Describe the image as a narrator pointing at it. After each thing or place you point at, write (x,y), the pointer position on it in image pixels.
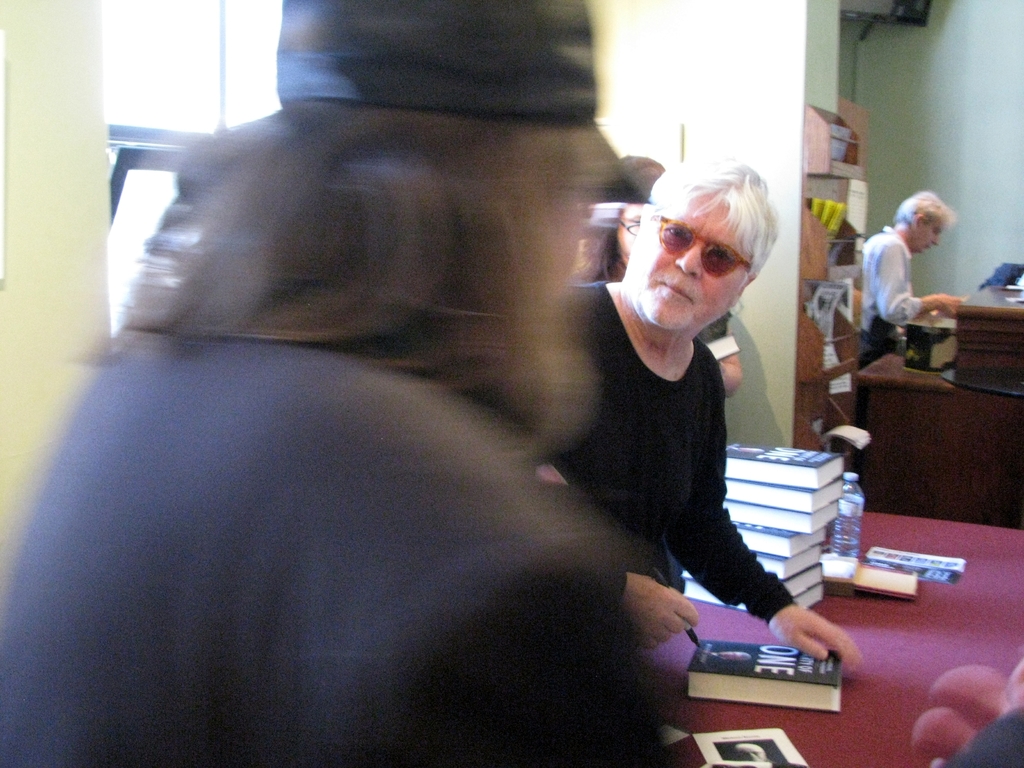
In front of the picture, we see a person (380,245) wearing a black jacket (573,589) and a black cap (484,42) is standing. We see a man (676,452) in the black T-shirt (662,427) is standing. He is wearing the spectacles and he is holding a pen (668,583). In front of him, we see a table (763,626) on which a water bottle (851,554) and the books (813,678) are placed. Behind him, we see a man (733,390) is standing and behind him, we see the windows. We see a man (893,303) is standing. In front of him, we see a table (916,403) on which the wooden objects (1006,333) are placed. Behind him, we see a pillar (765,76) on which the wooden objects (843,268) are placed. In the background (958,44), we see a wall (57,276).
